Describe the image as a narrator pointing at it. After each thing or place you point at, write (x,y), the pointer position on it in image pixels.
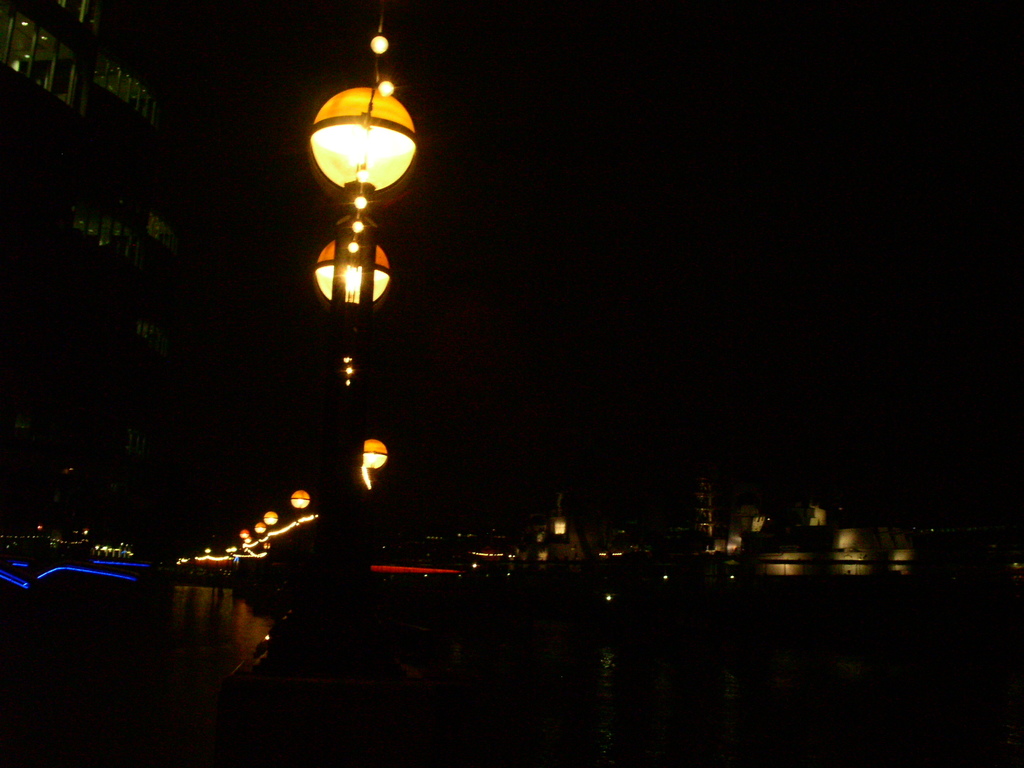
In the image we can see there are street light poles (334,525) and there are buildings (94,53). The sky (588,257) is dark and the image is little dark.
